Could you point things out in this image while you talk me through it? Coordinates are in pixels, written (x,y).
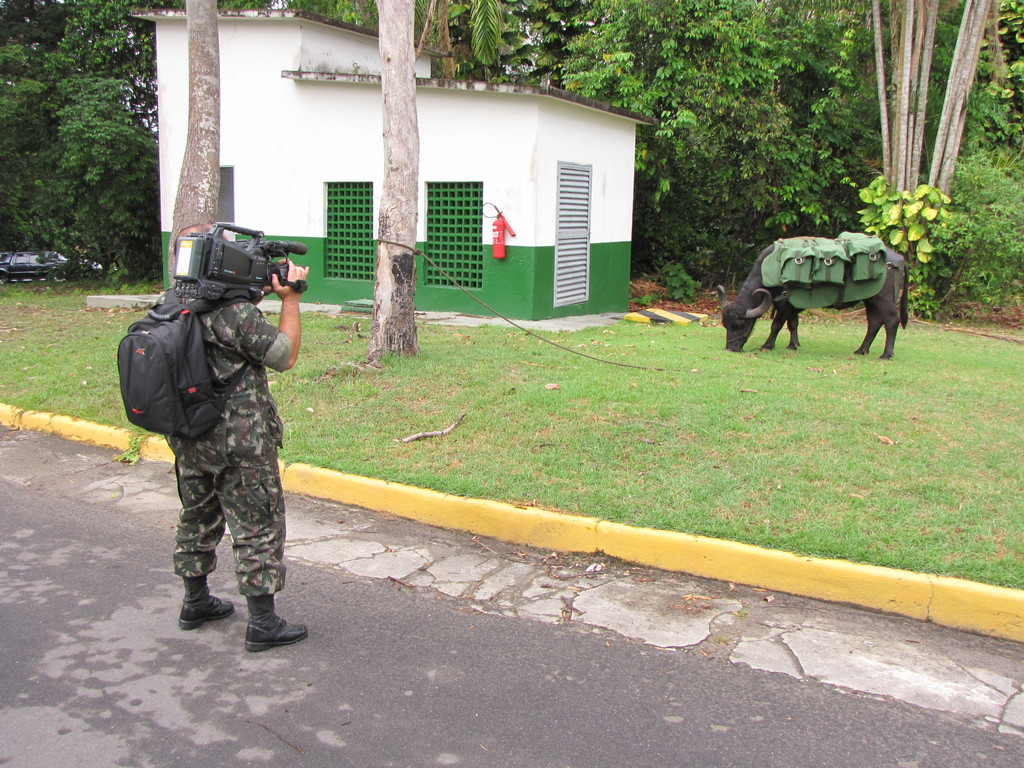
In this picture we can see a person (220,438) standing and holding a camera (255,277), this person (252,338) is carrying a backpack (195,401), on the right side (784,323) there is a buffalo (768,289), we can see grass (768,410) at the bottom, in the background (761,223) there are some trees (549,47), we can see a house (496,181) in the middle (368,298), on the left side (39,259) there is a car (41,274).
